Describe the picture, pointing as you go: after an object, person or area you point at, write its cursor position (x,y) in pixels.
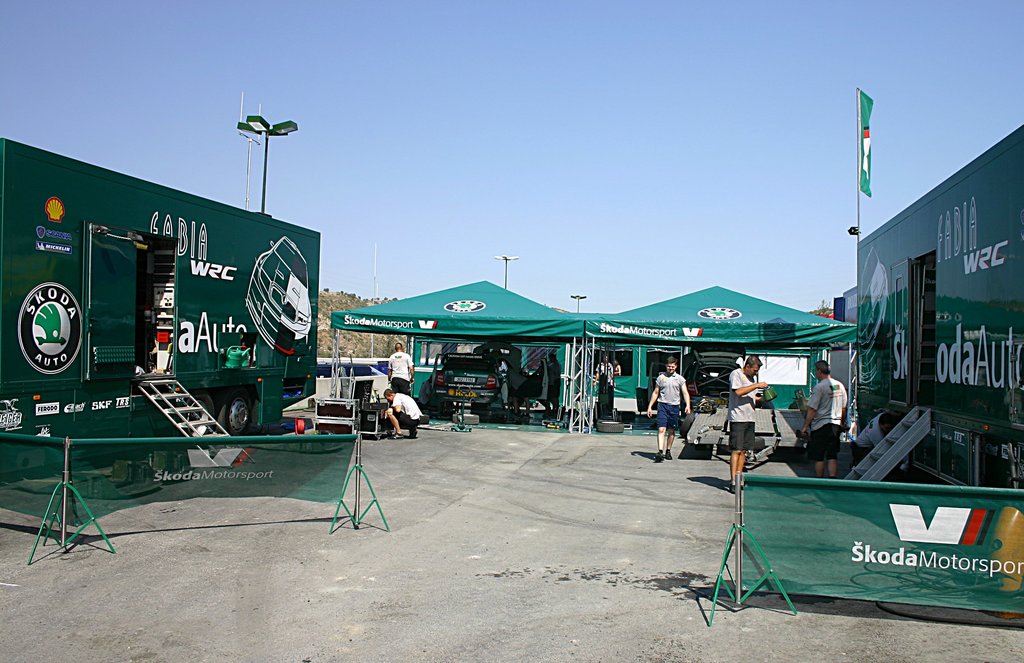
In this image I can see few people (660,378) in-front of the green color tents (467,332). Inside the tents (646,378) I can see the vehicles (462,402). To the left (4,249) I can see the shed (119,352) and something is written on it. To the right (898,381) I can see another shed (936,376) and there is a flag (856,108) to it. I can also see some banners (819,574) in the front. In the back (483,196) I can see the mountains (326,336) and the blue sky (329,98).
